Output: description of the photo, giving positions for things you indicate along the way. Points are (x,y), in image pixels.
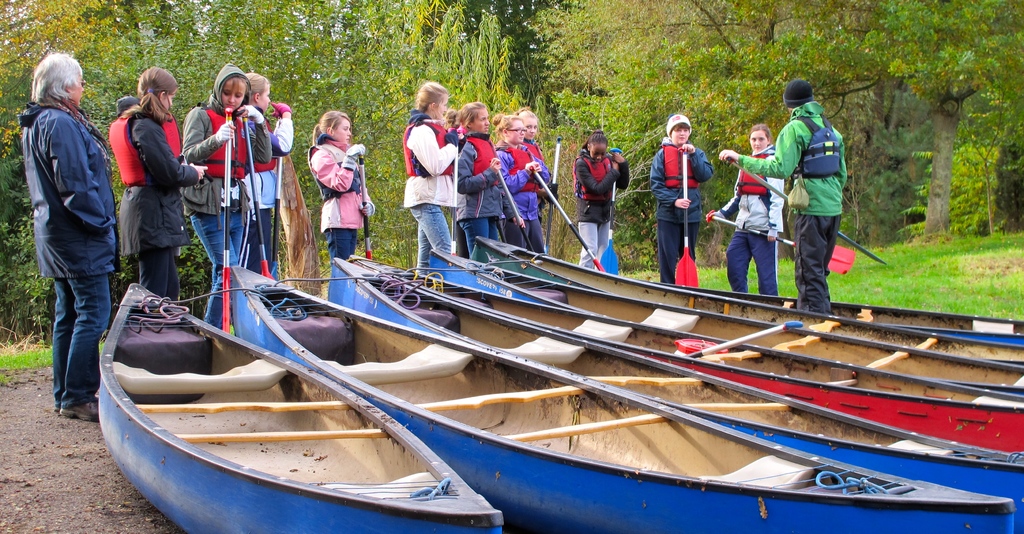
In the middle (355,181) these are the boats (498,379) which are in blue color and many girls (265,203) are standing. They wore life jackets (209,166), behind them there are green color trees (584,86).
